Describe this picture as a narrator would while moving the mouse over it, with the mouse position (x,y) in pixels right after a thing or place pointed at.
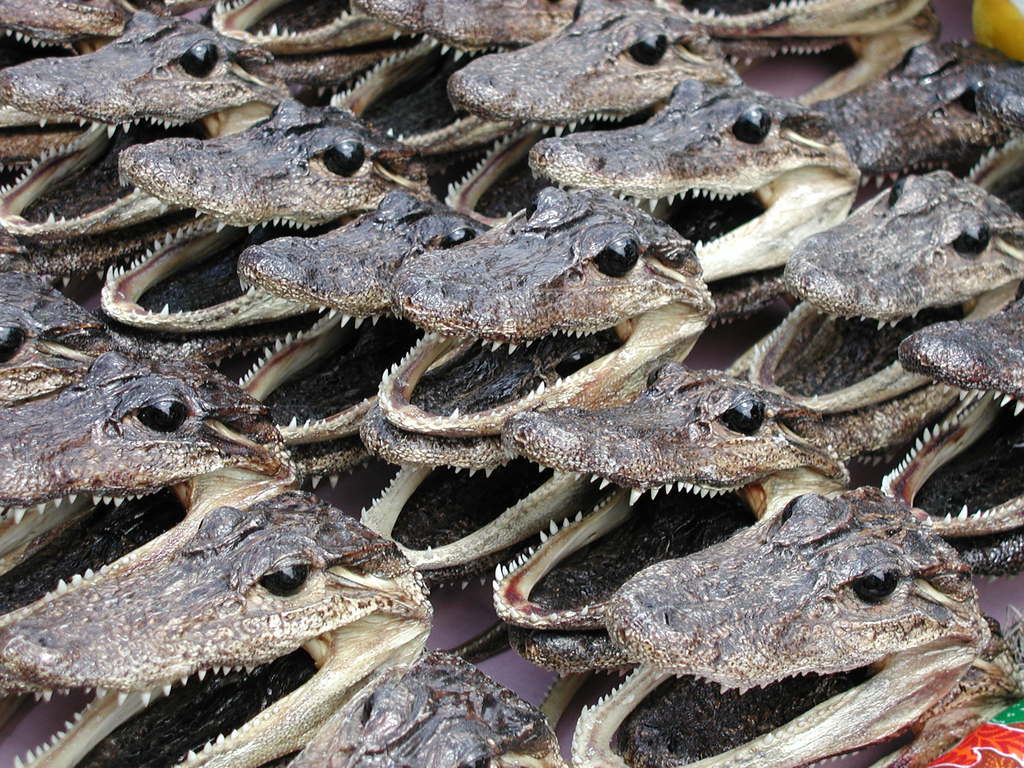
In this image we can see the skulls (417,234) of animals (509,412).
